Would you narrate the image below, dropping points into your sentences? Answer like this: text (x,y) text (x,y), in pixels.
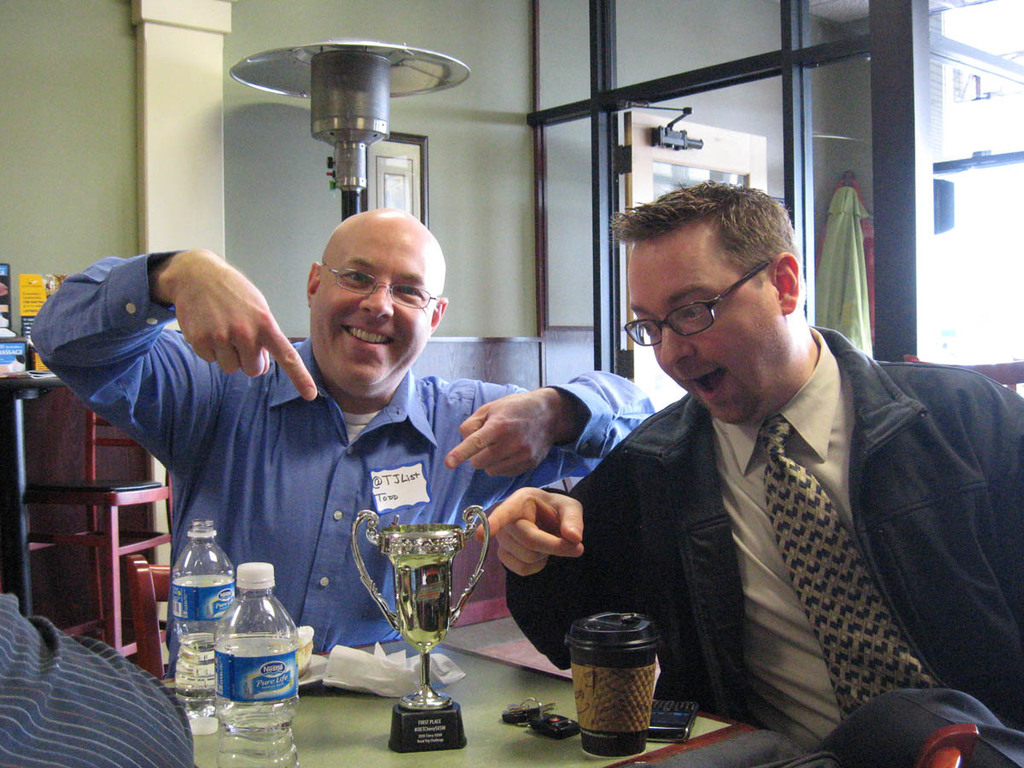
In this image there are two men (491,404) who are pointing their fingers (491,466) towards the cup (410,600) which is on the table (379,732). On the table (364,732) there are bottles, cups (614,684), mobile (671,724) and keys (531,711). In the background (214,117) there is a wall (129,105). On the left side (97,490) there is a chair (86,484). On the right side (715,154) there is a opened door (677,136). Beside it there are clothes (843,201) which are hanged to the wall (823,154).
